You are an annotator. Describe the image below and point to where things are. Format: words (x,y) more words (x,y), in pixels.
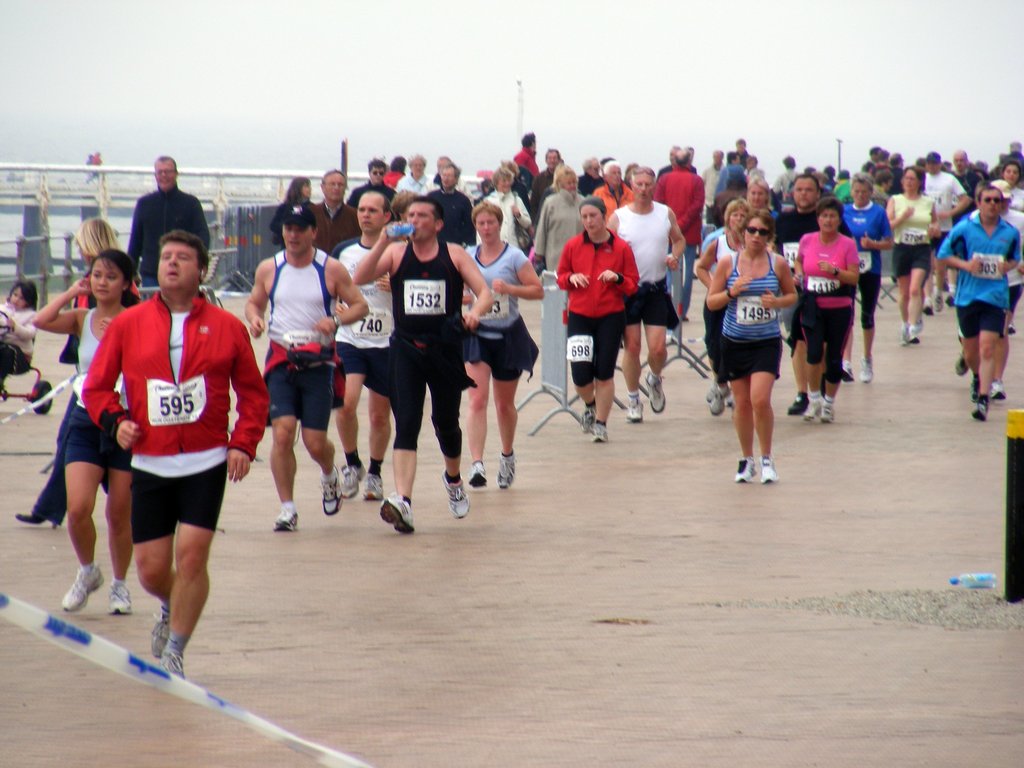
In this image there are so many people (346,320) who are jogging on the floor (540,555) by wearing the shoes (282,520). In the background (62,177) it seems like a bridge (44,183).
